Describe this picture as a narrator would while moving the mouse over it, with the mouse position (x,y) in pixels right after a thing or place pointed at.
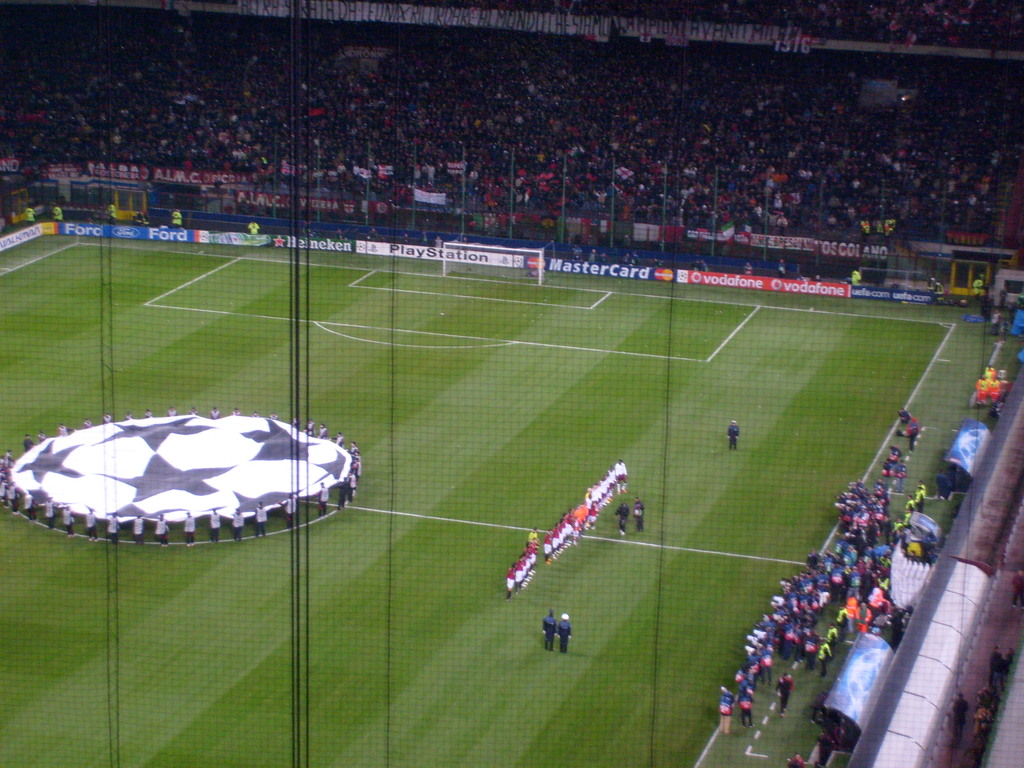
In this image there is a playground (417,484) truncated towards the bottom of the image (433,698), there are persons (592,504) on the playground (547,420), there are persons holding a flag (176,470), there are group of audiences (606,151), there are flags (731,227), there is a net (495,261), there are boards (851,288), there is text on the boards (492,262), there are objects (990,475) truncated towards the right of the image (1010,396), there is an object (971,504) truncated towards the bottom of the image (888,753), there is a fencing (935,723) truncated.
